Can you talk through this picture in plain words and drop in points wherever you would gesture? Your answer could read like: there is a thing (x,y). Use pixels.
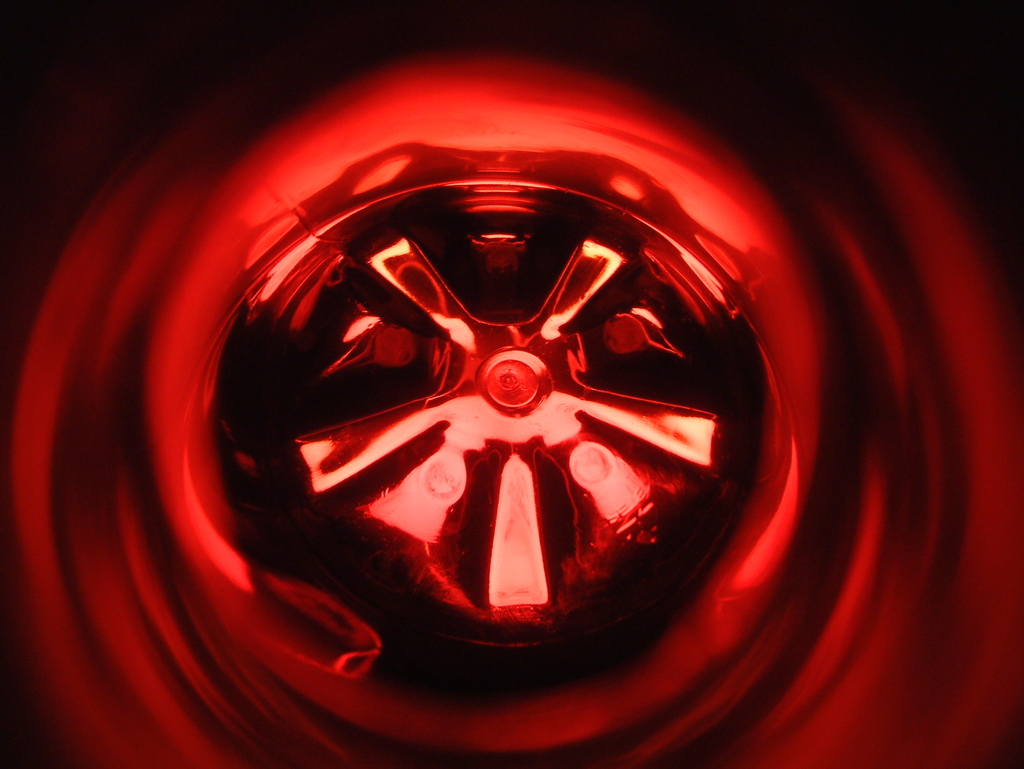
This is a real image. In the middle (529,472) there is a wheel (438,493) shape and around it there is a red color lighting (141,220).
